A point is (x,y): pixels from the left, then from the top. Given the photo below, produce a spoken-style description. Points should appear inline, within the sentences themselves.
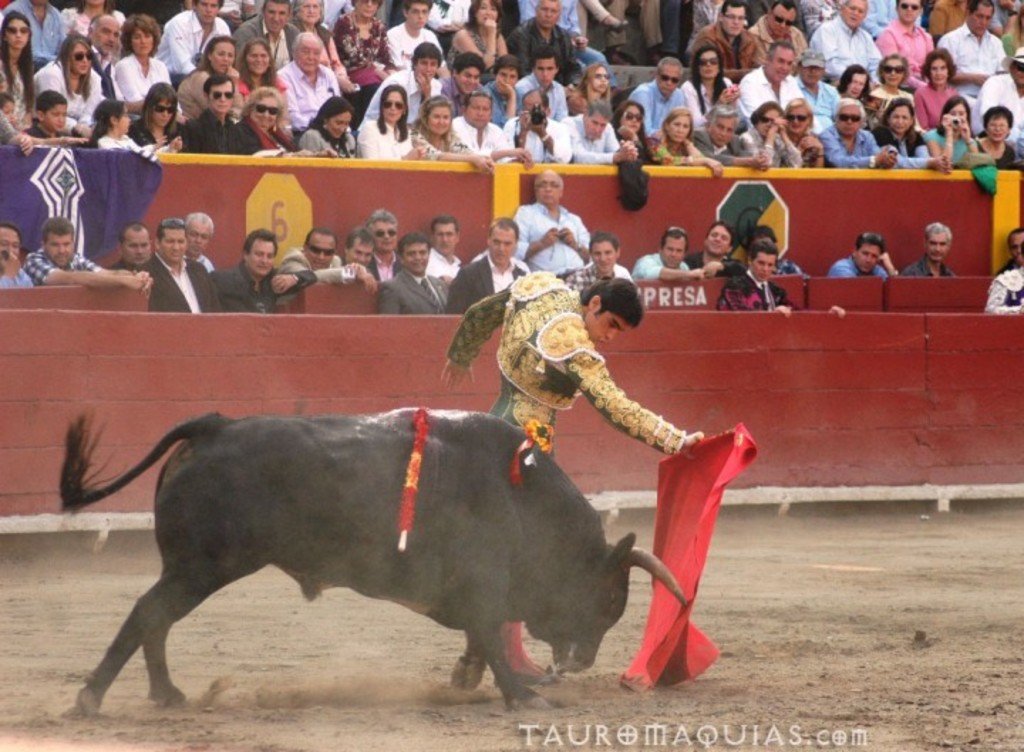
In this image in the foreground (697,510) there is an animal (494,468) and a person (513,654) holding a red cloth (690,470) and in the background (656,255) many people (118,17) are sitting.
